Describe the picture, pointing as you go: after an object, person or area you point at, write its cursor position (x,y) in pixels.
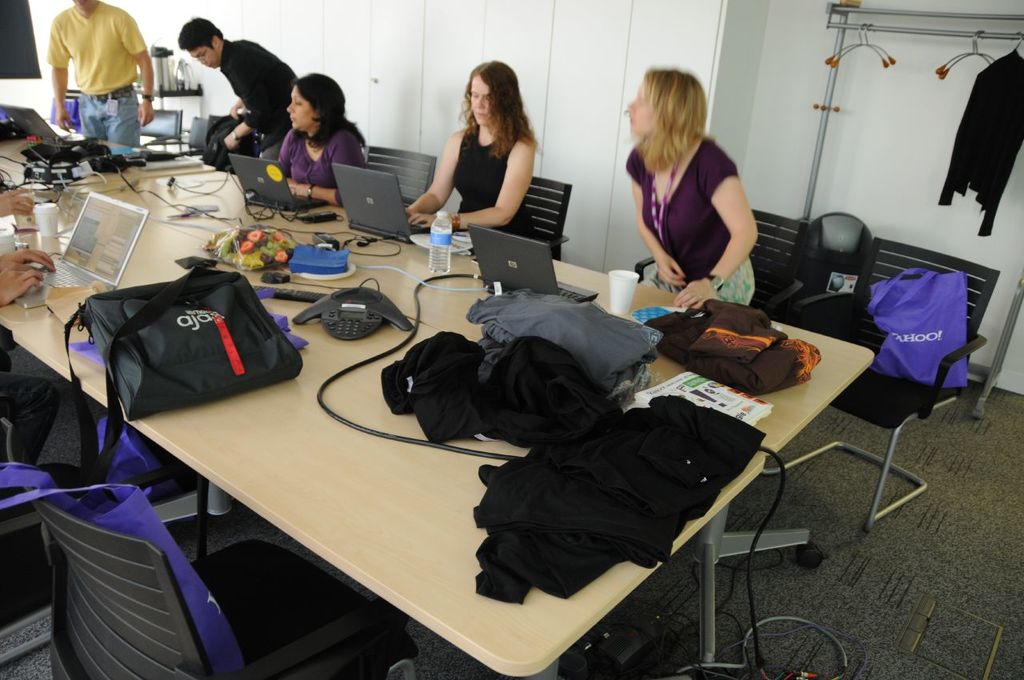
In this image there are three women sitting on chair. Two persons (66,23) at the left top corner (56,72) are standing. Person (12,208) at the left side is sitting. There are two chairs (241,574) at the left side of the image (236,564). There is a table (822,370) on which bag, laptop (376,202), bottle (443,251) are kept on it. There is a kettle (182,78) on a table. At the right side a shirt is hanged to the hanger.
